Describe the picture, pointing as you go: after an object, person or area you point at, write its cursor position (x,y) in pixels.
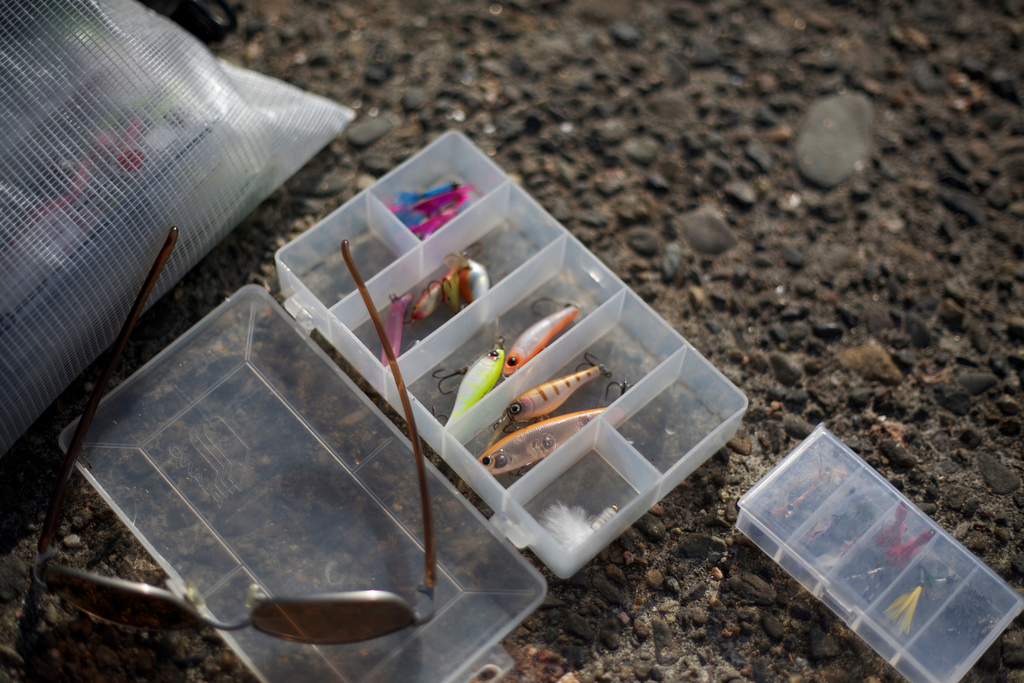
In the image there are two boxes (878,614) and in the first box (410,264) there are small artificial fishes (439,285) and beside that there are goggles (363,636), behind the box (317,306) there is a bag (165,275) and under the box (684,360) there is a stone surface (682,486).
